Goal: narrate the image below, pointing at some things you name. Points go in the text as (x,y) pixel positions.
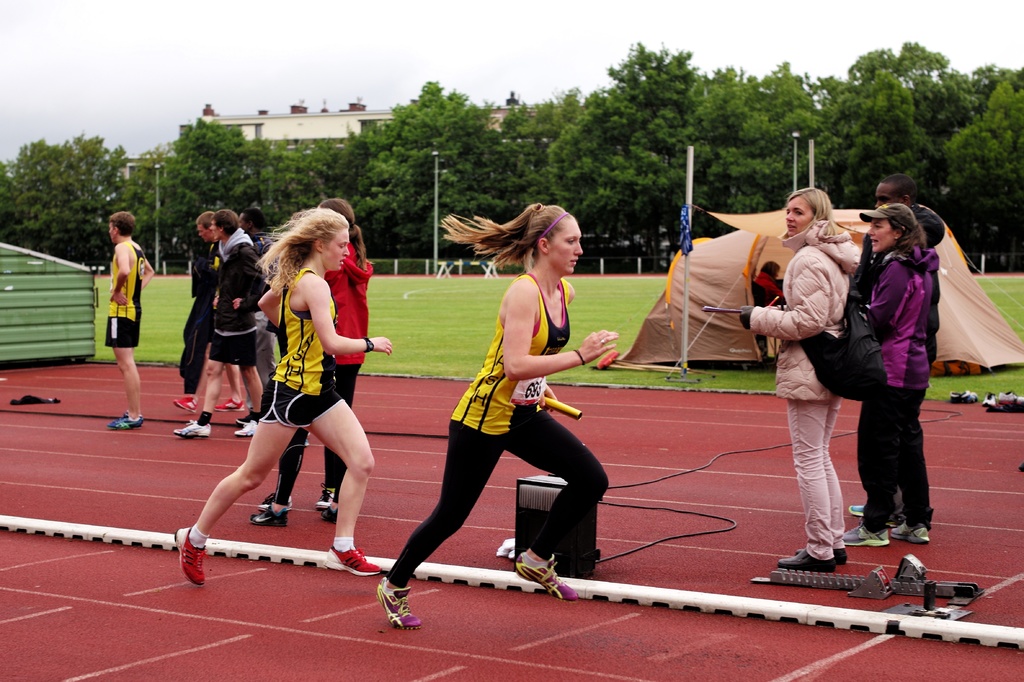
In this image, we can two persons (519,335) running on the track (345,653). There are some persons (354,254) standing and wearing clothes (233,321). There is a tent (756,253) on the right side of the image (962,315). There are some poles (688,166) and trees (358,146) in the middle of the image (664,243). There is a sky (517,93) at the top of the image (477,72).
